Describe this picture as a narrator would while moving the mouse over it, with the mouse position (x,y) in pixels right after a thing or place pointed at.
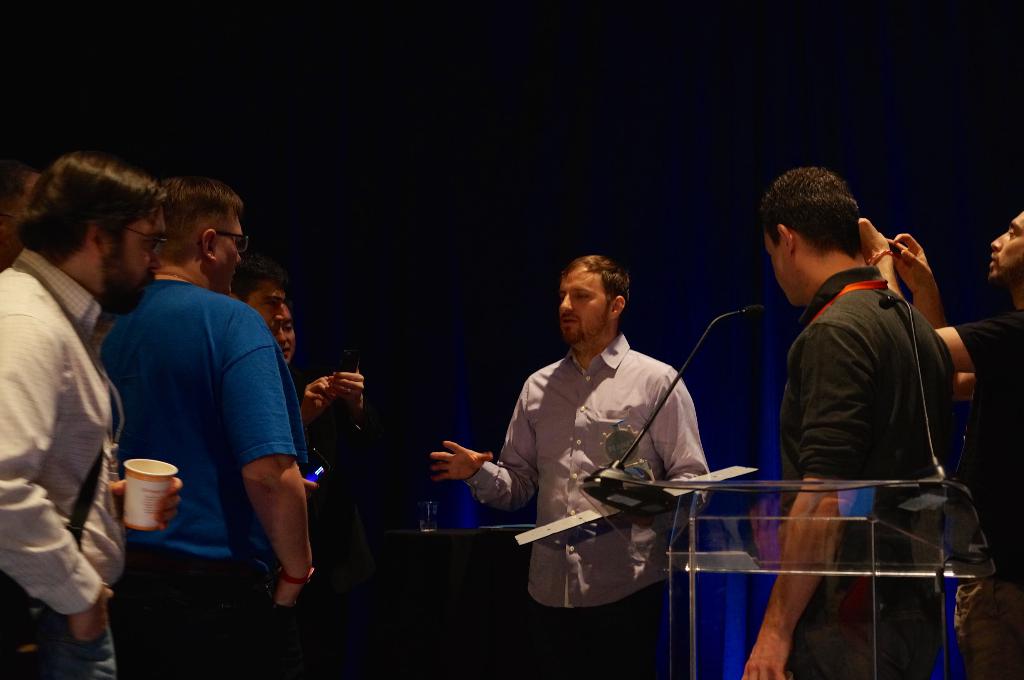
in this image every person (491,480) has discussing some topic and one person (342,519) is doing some thing and he is clicking the pictures and camera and some instruments (677,483) are there in the room (412,133) and the back ground (475,348) is very dark.
